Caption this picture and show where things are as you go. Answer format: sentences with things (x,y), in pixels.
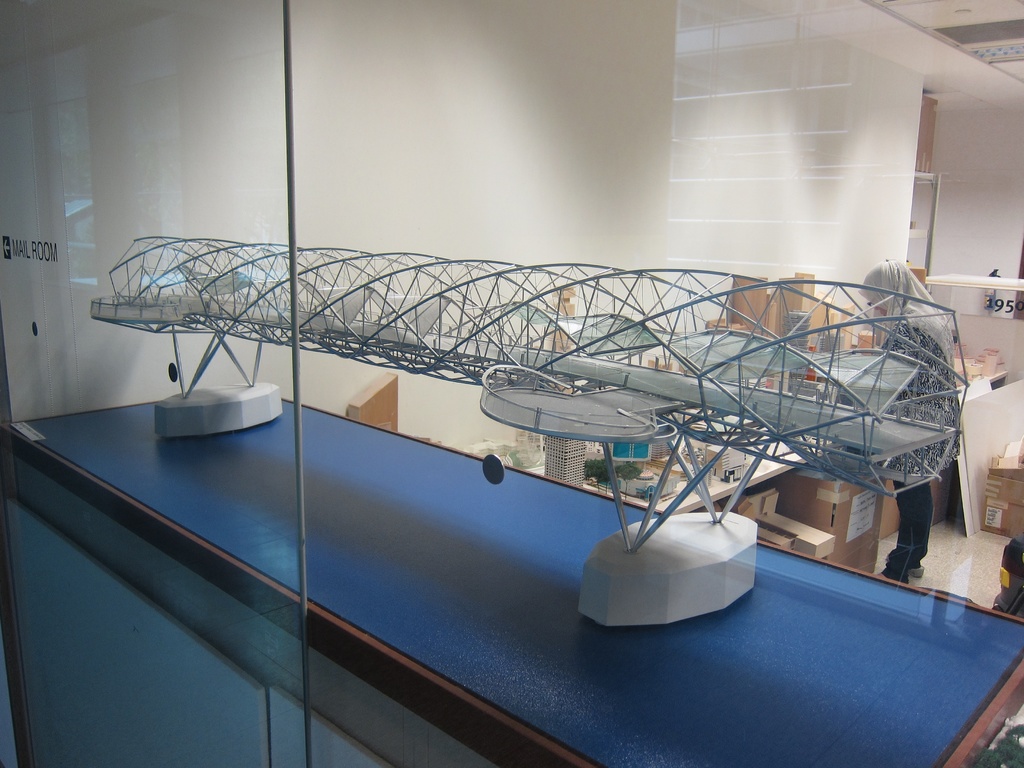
On this blue table (580,647) we can see a project of a bridge (761,317). Background (1001,512) there are cardboard boxes (1008,498), person (875,307), table (702,470), walls (581,139) and things (933,185). This is number board (995,304).
